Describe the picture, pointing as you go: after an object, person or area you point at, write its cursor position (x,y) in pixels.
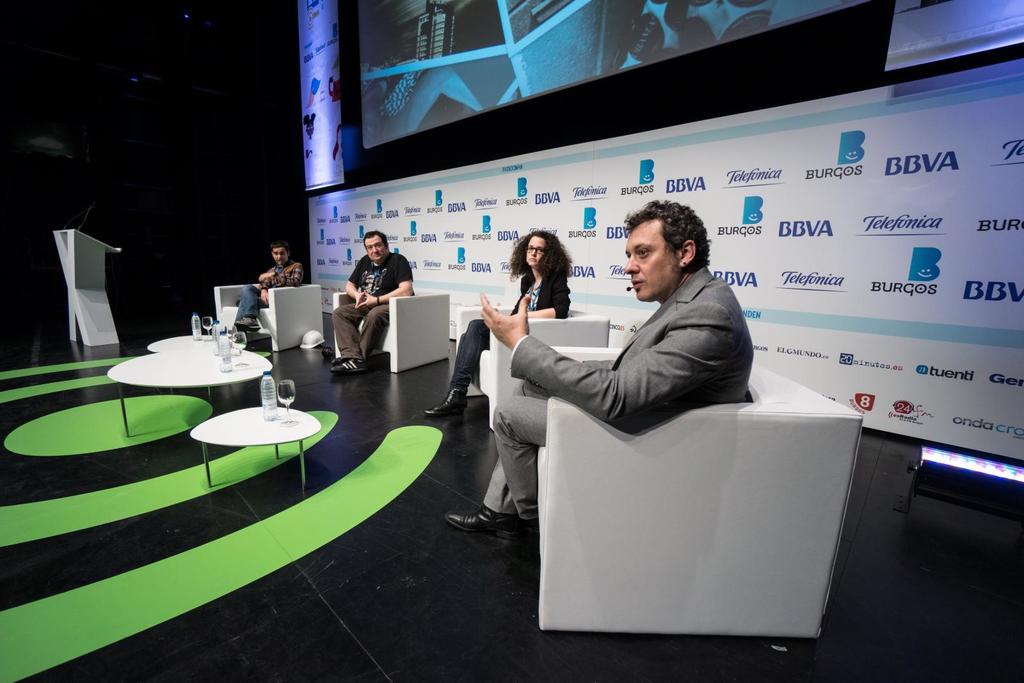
In this image I can see few persons (526,334) sitting on couches (321,307) which are white in color which are on the black colored surface (414,576). I can see few tables (229,422) in front of them which are white in color and on the tables (209,376) I can see few bottles (264,399) and few glasses (210,333). In the background (447,215) I can see a huge banner (566,210) and a huge screen (662,41).
